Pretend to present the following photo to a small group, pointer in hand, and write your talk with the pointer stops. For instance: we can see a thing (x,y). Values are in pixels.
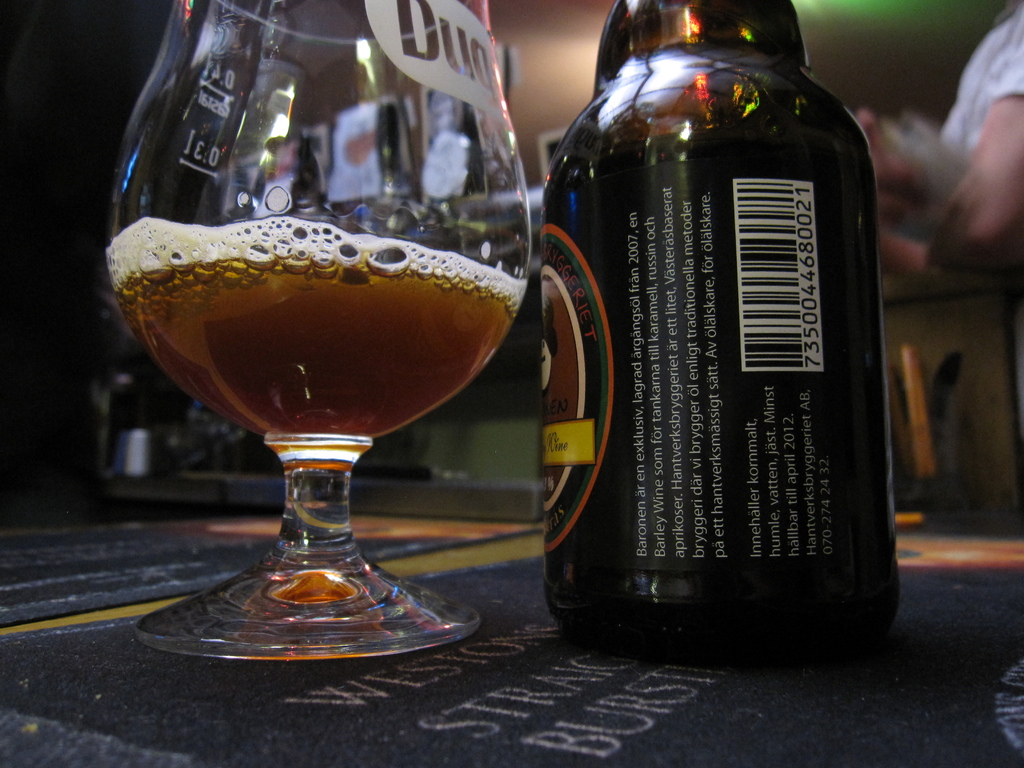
There is a glass (339,161) filled with drink (347,285), near a bottle (783,113) on the violet color cloth (512,690), which is on the table (140,589), on which, there are other objects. On the right side (973,88), there is a person (1011,45). In the background (926,28), there is a wall (872,8).
